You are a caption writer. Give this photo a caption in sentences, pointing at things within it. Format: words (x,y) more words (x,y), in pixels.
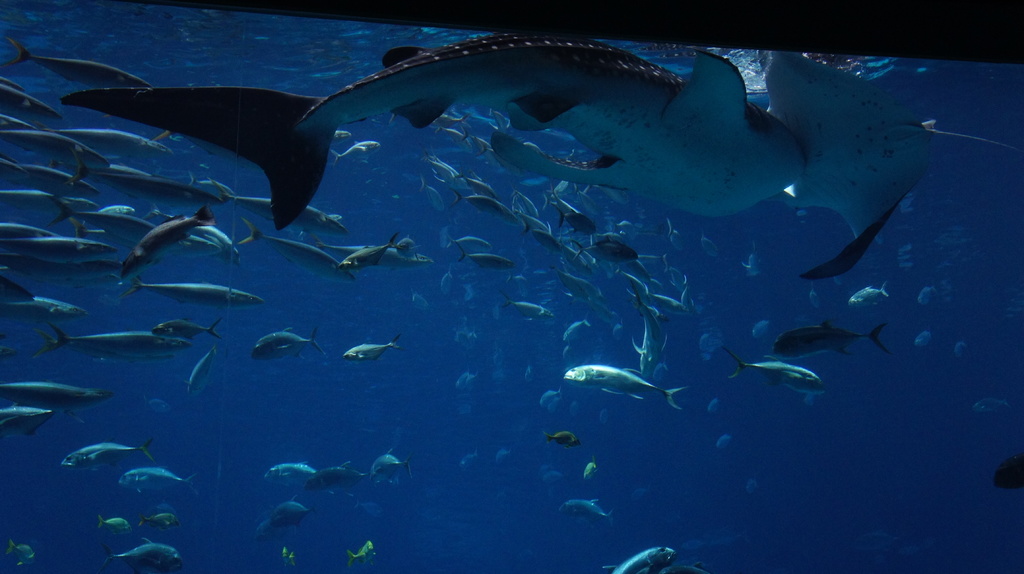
In this picture we can see the fishes (435,192) and the marine creatures (720,168) are swimming in the water body (800,398) which seems to be the aquarium (784,492).
